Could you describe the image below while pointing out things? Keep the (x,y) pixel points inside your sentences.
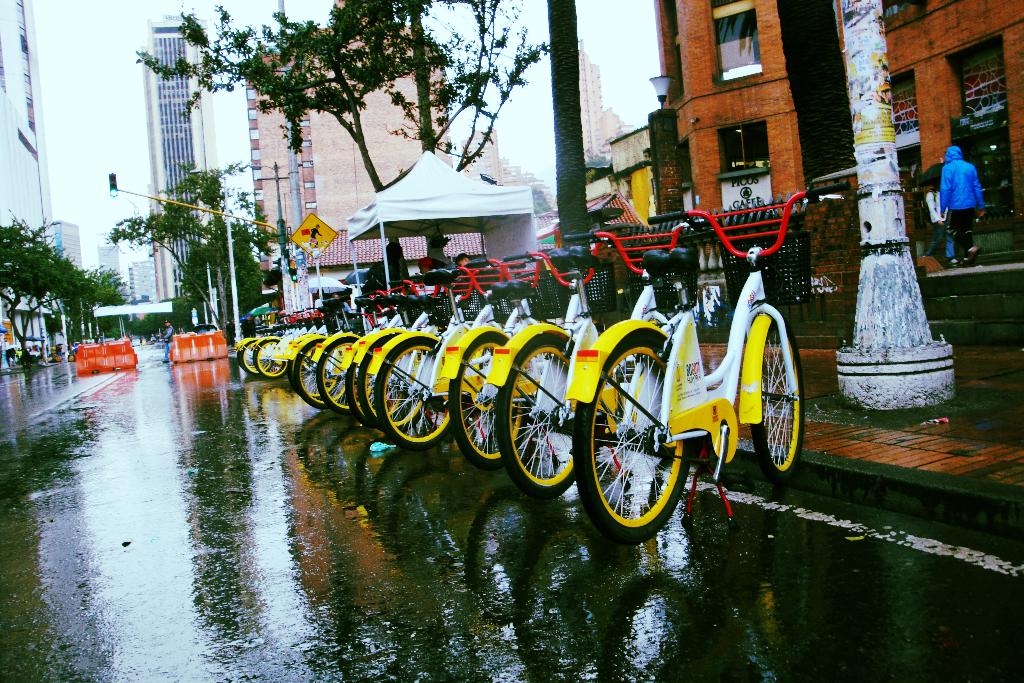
In this image, we can see few bicycles (491,386) are parked on the road (741,622). Here the road (309,580) is wet. Background (1001,155) we can see buildings (1023,142), trees (259,302), poles (872,235), tent (509,226), traffic signals (289,271), boards (315,242), wall (372,190), few people (388,262), sky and some objects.
